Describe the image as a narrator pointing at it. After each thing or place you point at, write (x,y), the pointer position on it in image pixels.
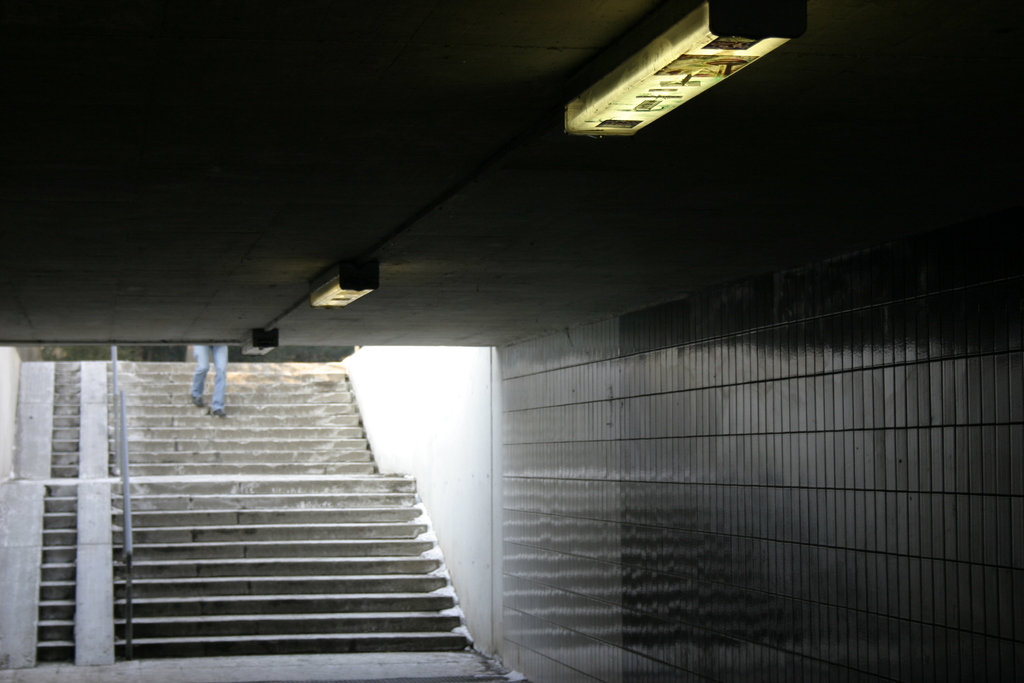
In this image I can see a building (720,258), lights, fence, staircase (228,543), person (217,363) and trees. This image is taken may be during a day.
